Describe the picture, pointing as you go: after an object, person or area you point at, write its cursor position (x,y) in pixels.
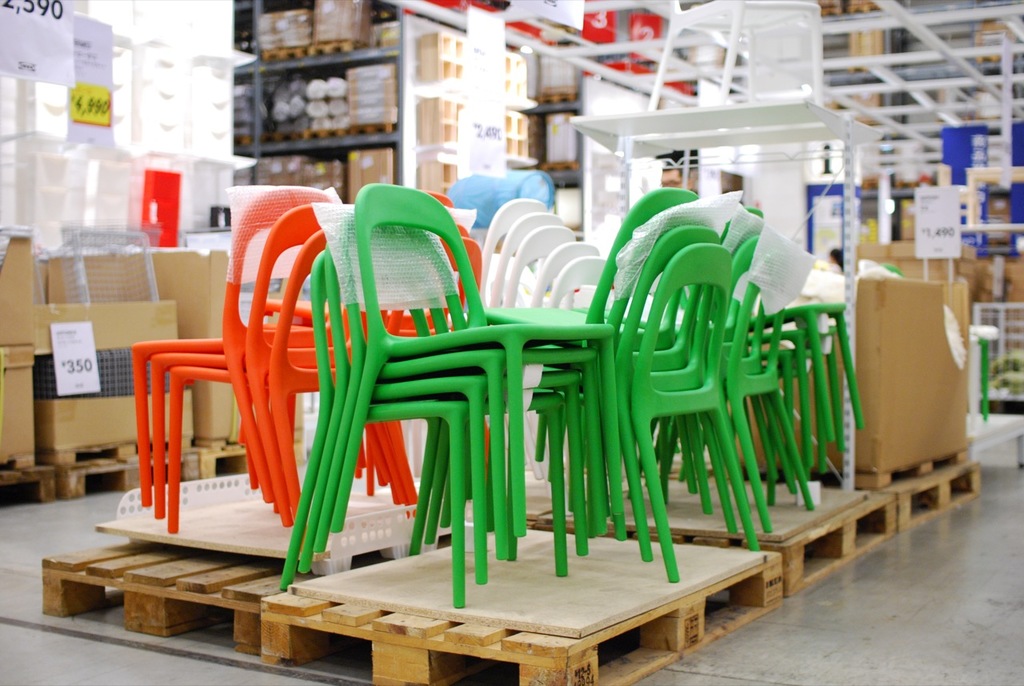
In the foreground of this image (499,365), there are chairs (459,489) on the wooden objects (533,602). In the background (177,255), there are cardboard boxes (46,311) along with the price tags (92,60) and many objects (455,107) in the rack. At the top (803,58), there is a white color object (732,58).
